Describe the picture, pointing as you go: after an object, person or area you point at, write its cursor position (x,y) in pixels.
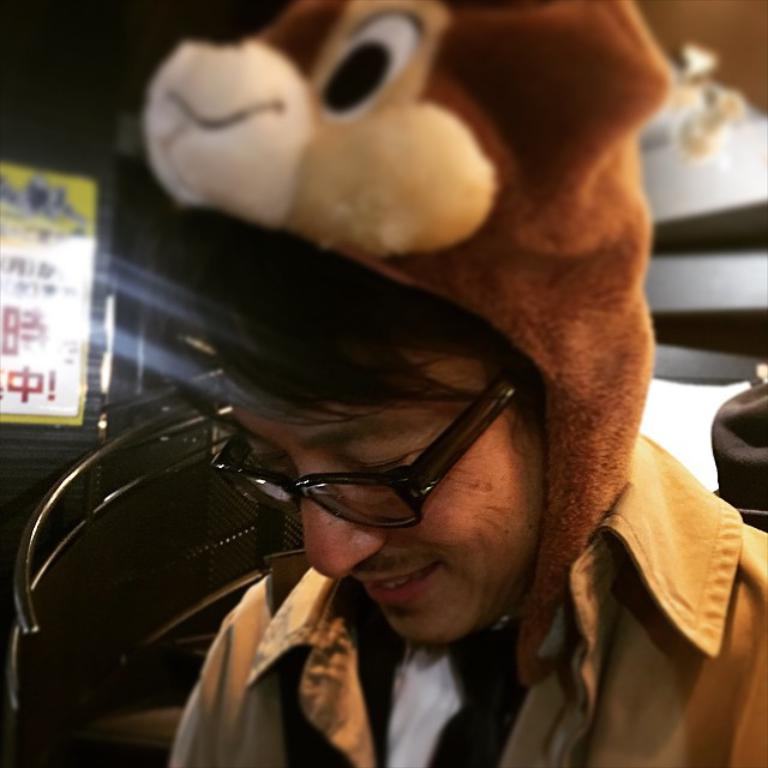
In this picture, there is a man (548,456) wearing a brown jacket (660,683). On his head (380,247), there is a teddy bear hat (525,235). Towards the left (74,619), there is a staircase (153,585). Behind it, there is a board (61,346) with some text (36,316).
